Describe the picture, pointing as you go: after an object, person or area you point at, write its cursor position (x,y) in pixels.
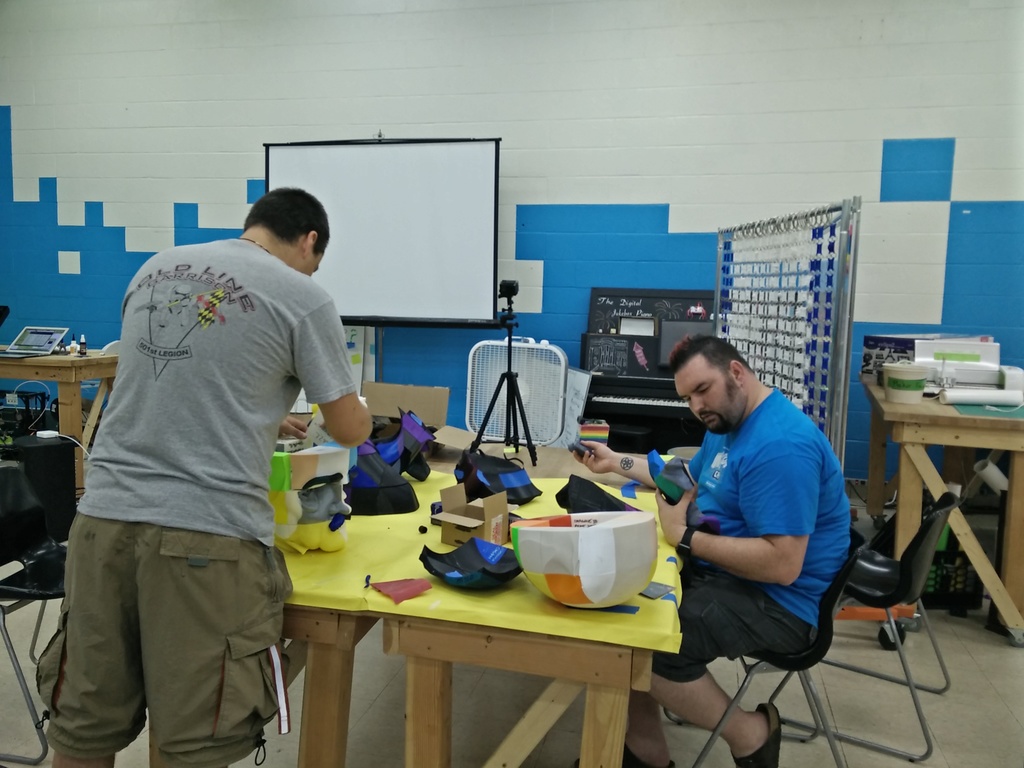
This is the picture where we have two people (319,375), one sitting on the chair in front of the table (578,477) on which we have some things (376,512) and the other standing in front (259,551) and doing some things and around the room (547,327) we have a screen (409,203) and some things (330,450) on the desk (878,389) and some chairs (14,464).
